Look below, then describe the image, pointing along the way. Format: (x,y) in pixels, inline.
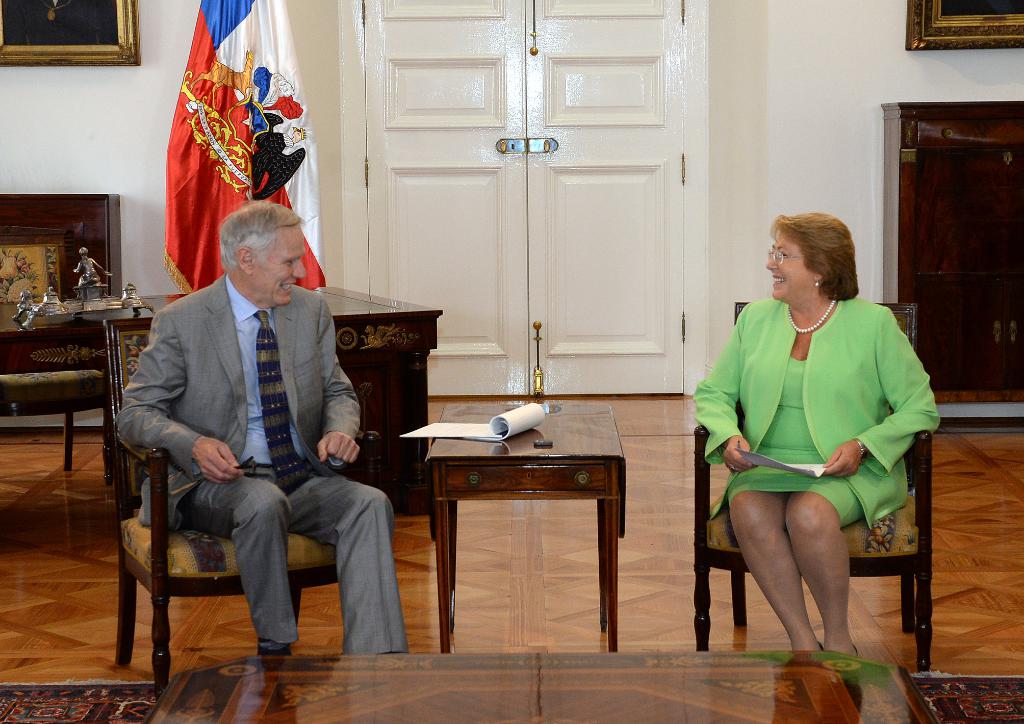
in this image i can see 2 people (769,395) seating on wooden chairs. the person (319,474) at the left (261,478) is wearing suit (267,489). there is a stool (530,480) in between them and a paper note (505,426) is present on that. behind them there is a flag (257,108). behind the flag (280,73) there is a white color door (538,132).
